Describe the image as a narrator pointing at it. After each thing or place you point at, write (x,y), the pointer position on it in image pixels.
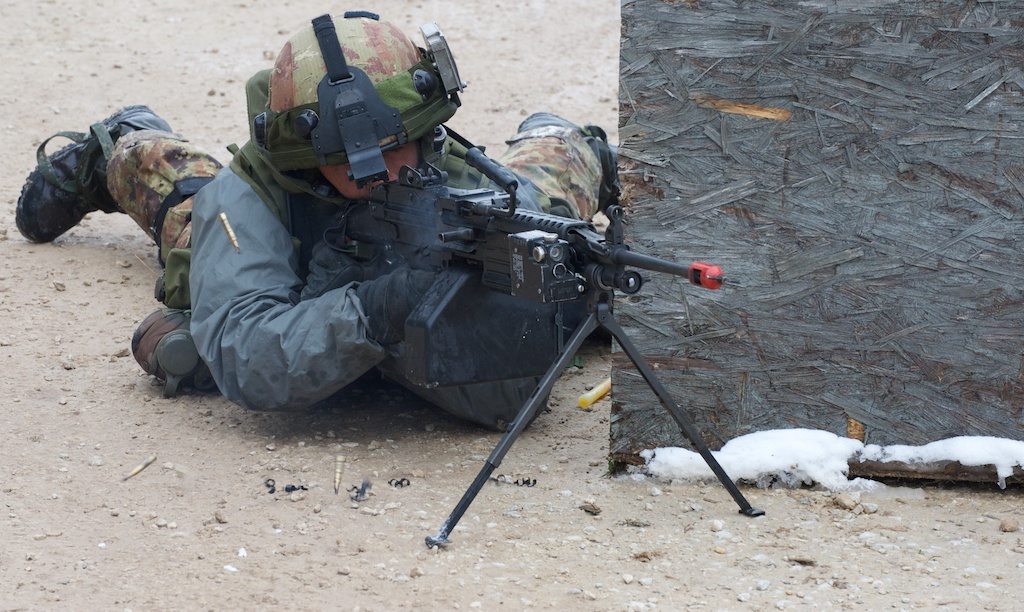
In this image I can see a person (300,153) laying and the person (270,192) is wearing military dress (267,267) and holding a gun (446,192). The gun (466,225) is in black color.
